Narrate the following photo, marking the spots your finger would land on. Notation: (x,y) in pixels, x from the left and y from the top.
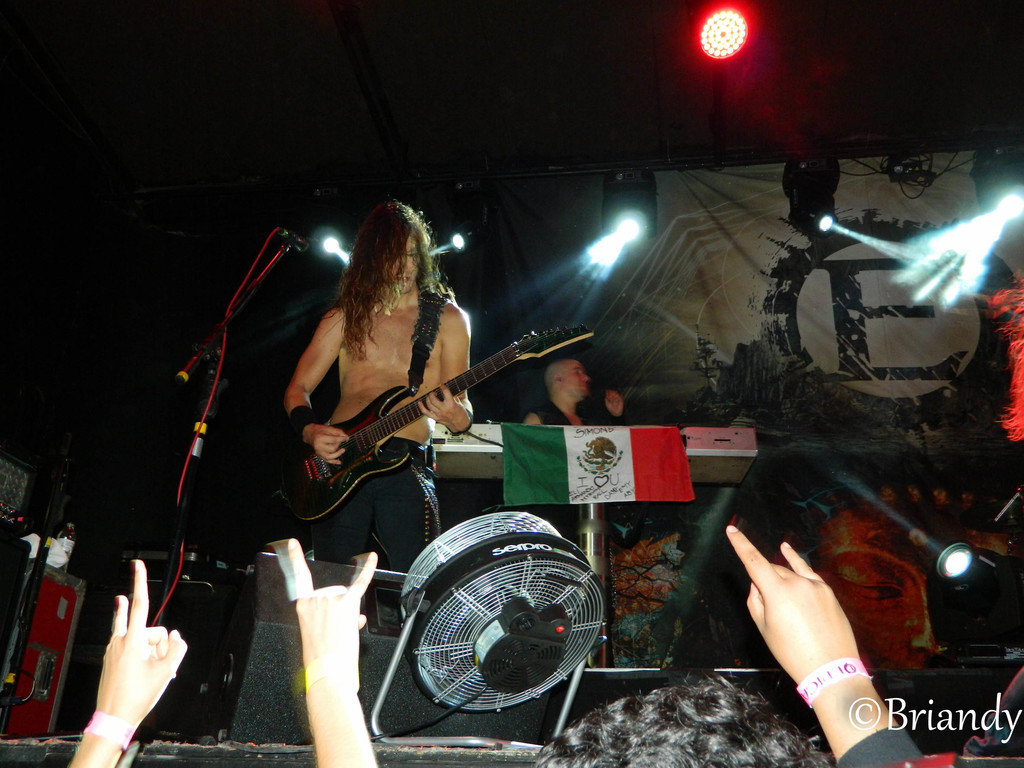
In this image, I can see a person (365,491) standing and playing guitar (341,462). This looks like a flag (556,457) hanging. At the bottom of the image (764,628), I can see the person's hands (145,674). This looks like a portable fan (466,643). This is a mike (300,248), which is attached to the mike stand (170,571). Here is another person (564,383) standing. I think this looks like a musical instrument (722,443). These are the show lights (620,224). In the background (774,267), I think this is a hoarding (817,334). On the left side of the image (56,634), I can see an object (52,651), which is placed on the floor (57,741). This is the watermark (904,725) on the image.
